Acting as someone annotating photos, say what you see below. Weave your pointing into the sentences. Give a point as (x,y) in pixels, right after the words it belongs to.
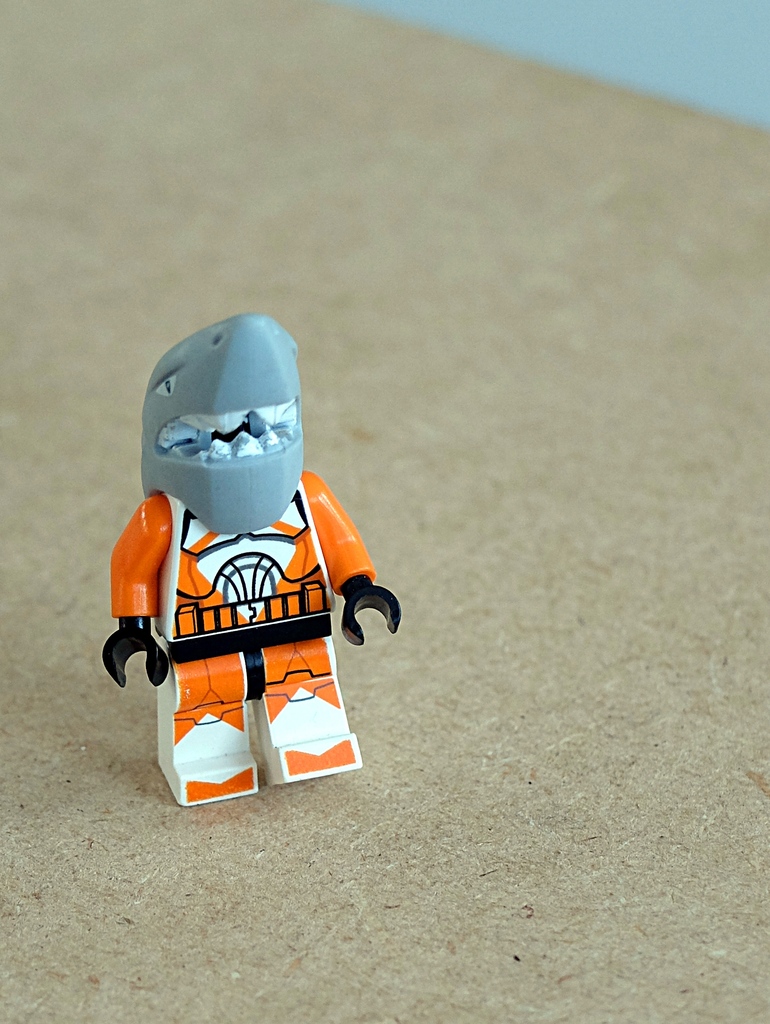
In this picture we can see a toy (260,327) on the platform (436,501).
